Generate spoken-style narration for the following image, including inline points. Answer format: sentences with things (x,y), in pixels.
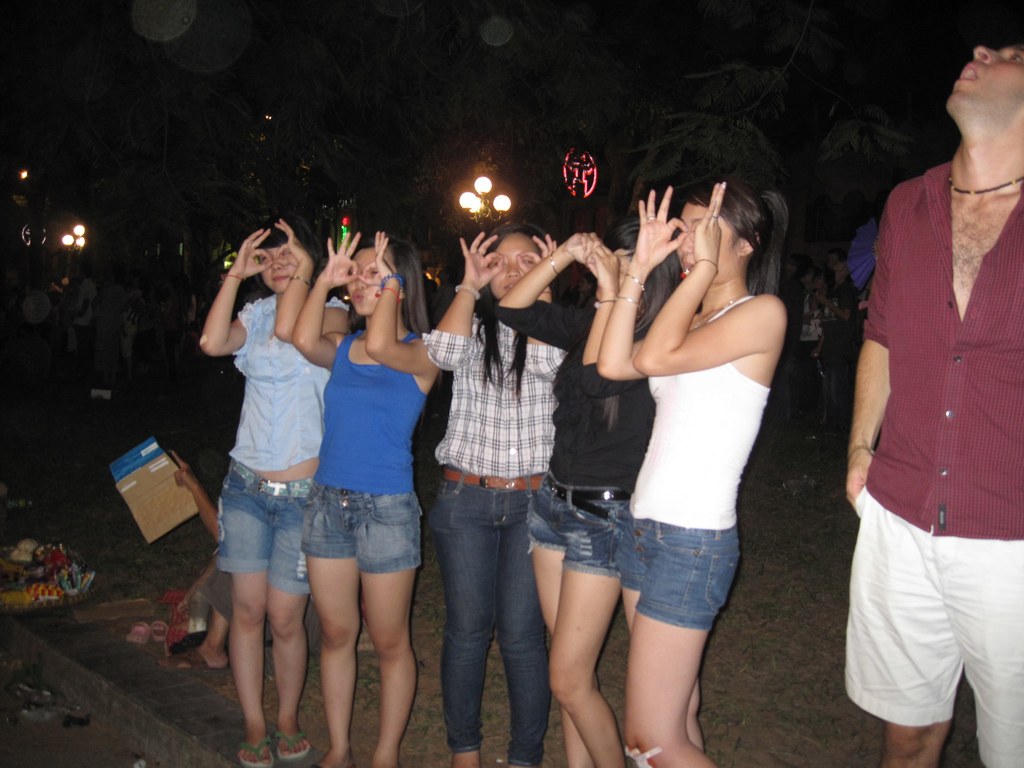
In this image there is persons (478,574) standing, there is a person (212,513) holding an object (166,514), there are trees (546,161), there are lights (478,195), there are objects (32,574) on the ground (46,627).
